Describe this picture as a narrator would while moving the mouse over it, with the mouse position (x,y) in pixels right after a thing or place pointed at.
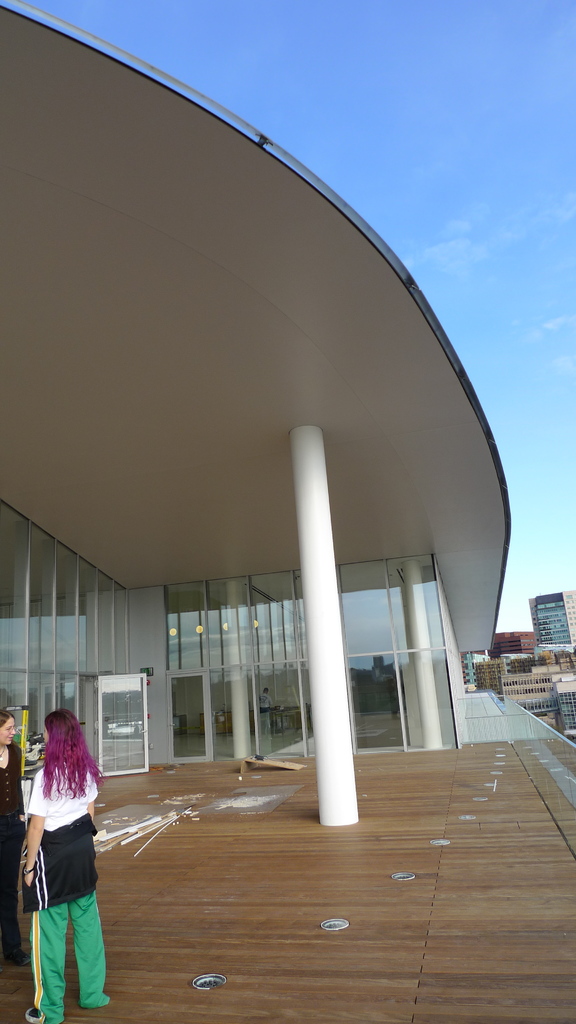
This is an outside view. At the bottom (316,923), I can see the floor (164,924). On the left side (47,795) two women (32,887) are standing. In the middle of the image (307,680) there is a building (8,366) along with the pillar (310,668) and glasses (203,655). In the background (545,618) there are many buildings (543,664). At the top of the image (387,82) I can see the sky (437,82) in blue color.
